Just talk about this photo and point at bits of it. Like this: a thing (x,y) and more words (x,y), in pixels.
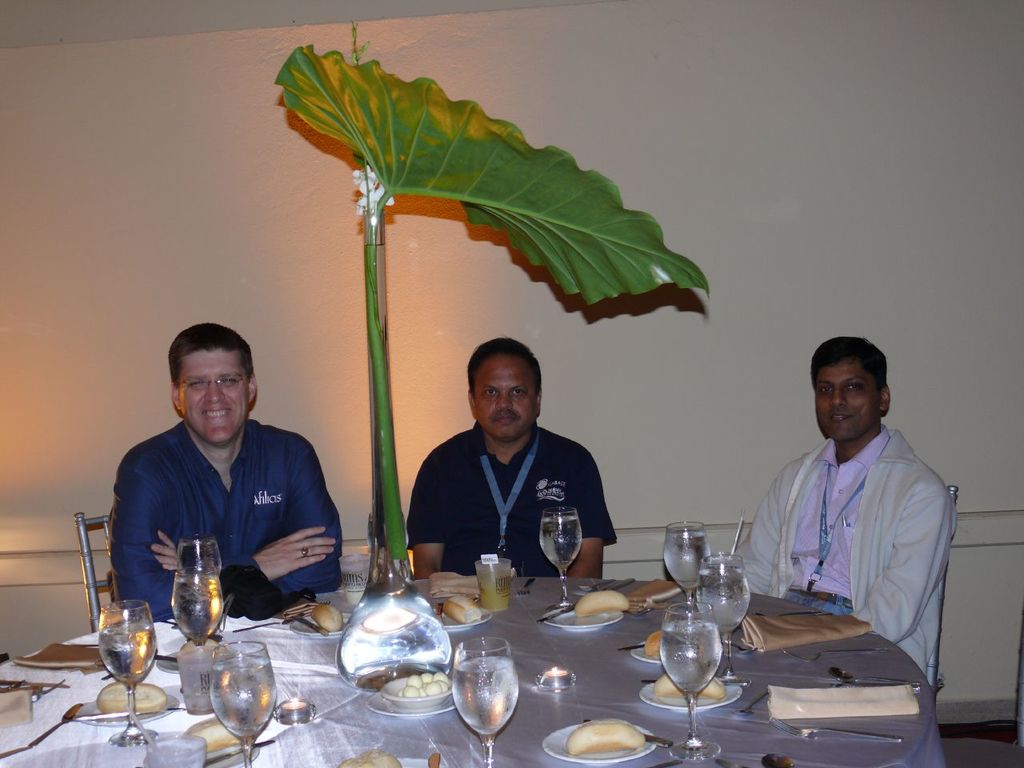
This picture shows three men (458,570) seated on the chairs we see few glasses (193,572) and plates (563,734) on the table (593,652) and we see a plant (364,216) on the side.
